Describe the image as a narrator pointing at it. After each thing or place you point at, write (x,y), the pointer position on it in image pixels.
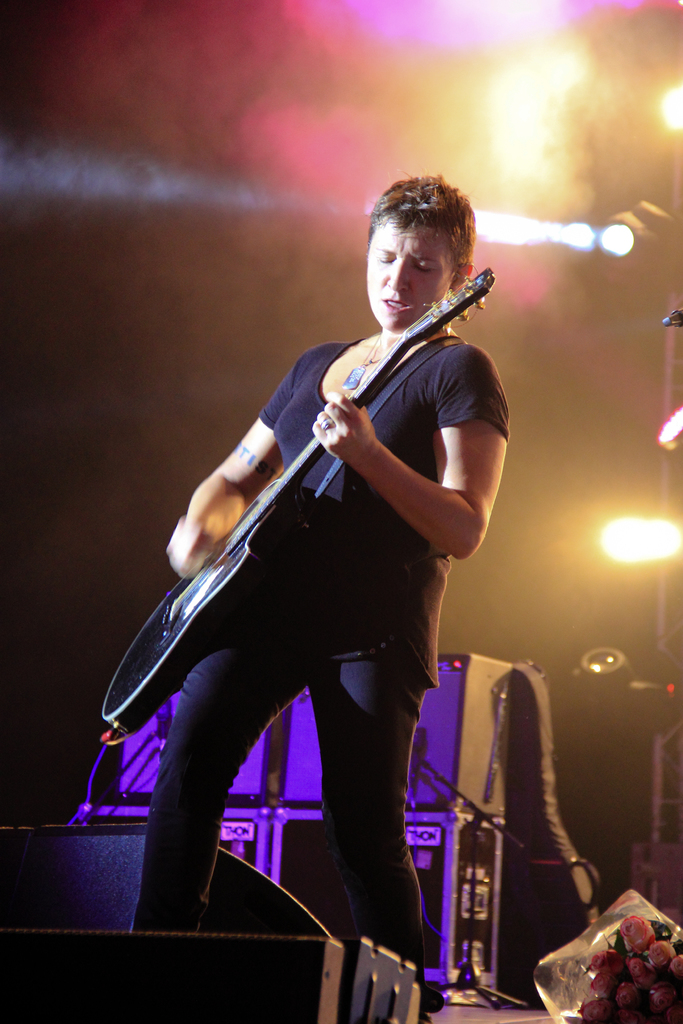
In the middle of the image (240,649) a man (496,399) is standing and holding a guitar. Behind him there are some musical devices (475,666). At the top of the image (634,3) there are some lights (403,10).
